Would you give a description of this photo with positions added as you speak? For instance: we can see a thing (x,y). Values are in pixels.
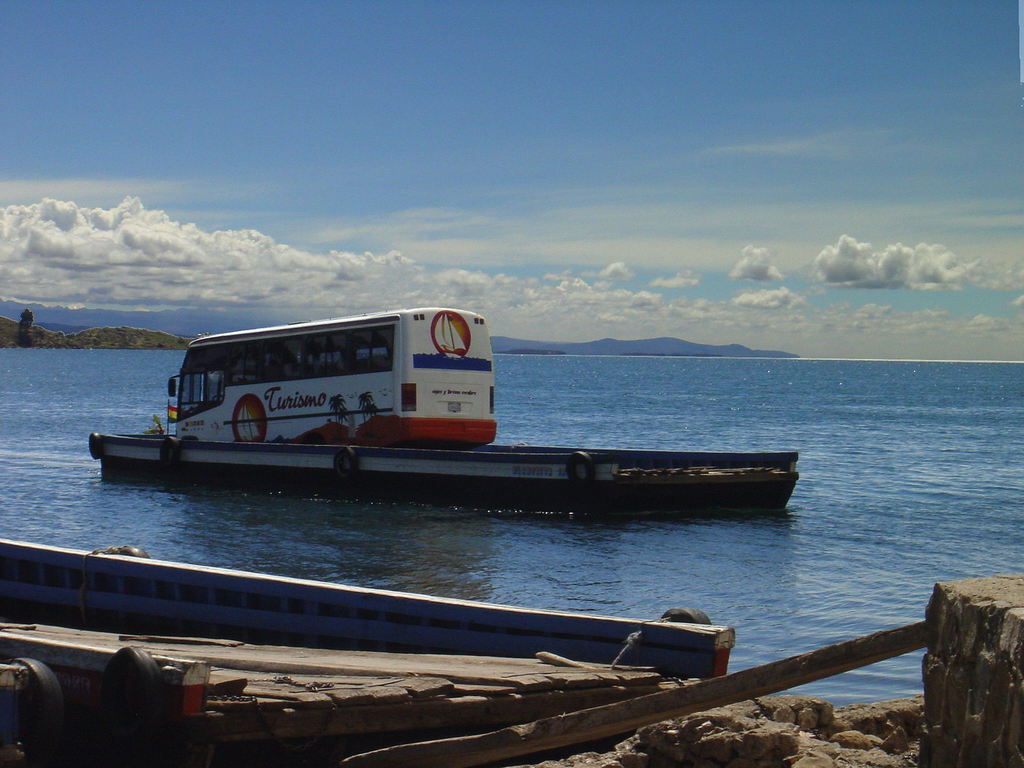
In this image, there is bus (381,352) on the boat (467,469) which is floating on the water (643,543). There is an another boat (473,643) at the bottom of the image (430,624). In the background of the image (707,144), there is a sky (690,125).
